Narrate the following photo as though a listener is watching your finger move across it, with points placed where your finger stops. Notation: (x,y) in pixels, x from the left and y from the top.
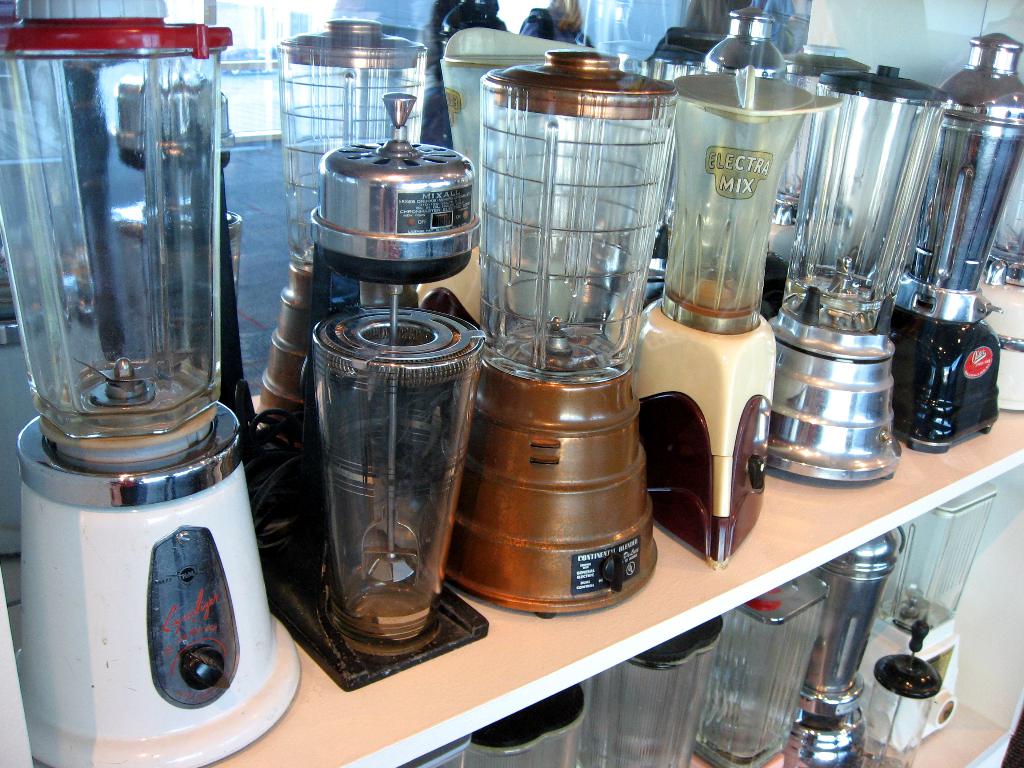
In this image I can see the cream colored racks (702,621) and in the racks (735,603) I can see few grinders (780,625) which are brown, cream, black, white and silver in colors. In the background (909,57) I can see the white colored wall (873,64), the floor (263,214) and the glass surface (259,73) through which I can see the people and the building (263,35).
